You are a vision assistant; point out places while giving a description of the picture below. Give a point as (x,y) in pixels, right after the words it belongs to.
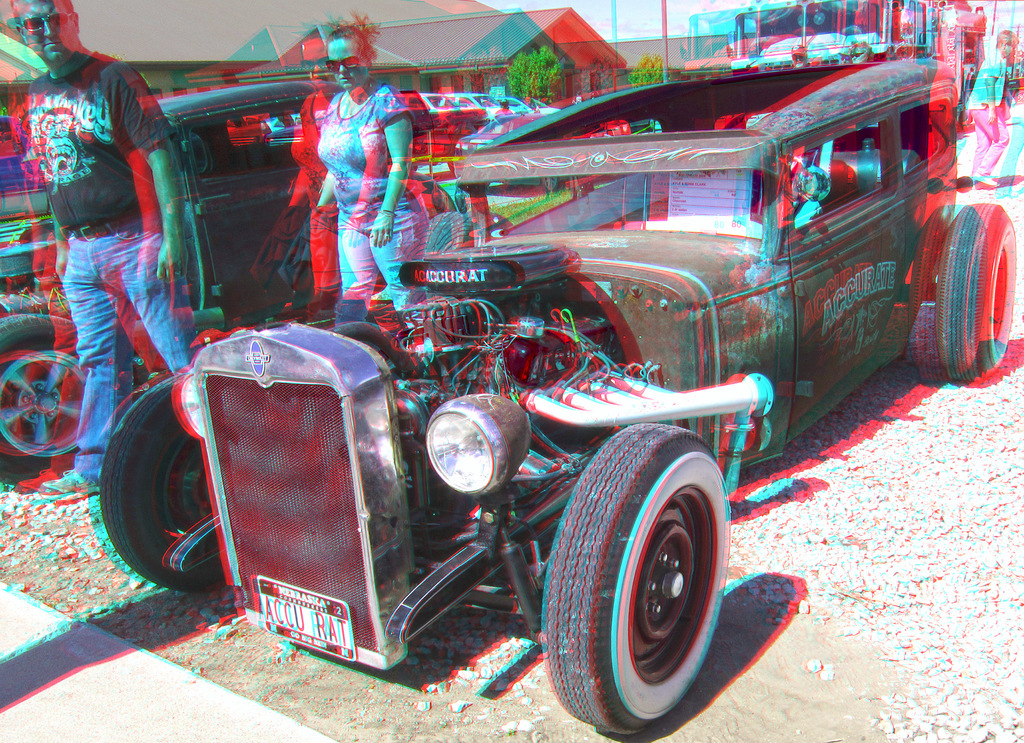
There is a vehicle (452,327). Near to that there is a man (170,185) and a lady (360,148) is standing. Both are wearing goggles (38,16). Behind them there is a car (207,141). In the back (530,56) there is building (501,62) and trees (543,78). Also there is some photo effect on the image. And something is written on the vehicle (787,329).
